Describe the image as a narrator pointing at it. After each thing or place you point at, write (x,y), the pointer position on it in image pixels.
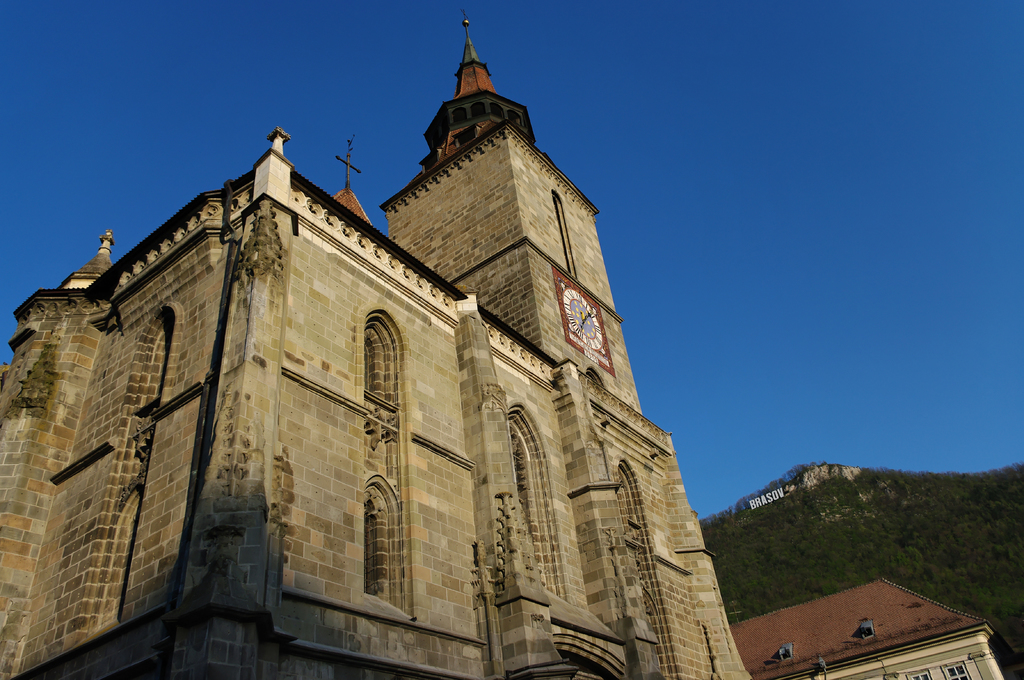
In this image there is a building (563,333) having a clock (586,322) attached to the wall (559,345). Right bottom there is a building (872,623). Behind there is a hill (904,534) having many trees (901,520) on it. Top of the image (735,186) there is sky (776,242).
